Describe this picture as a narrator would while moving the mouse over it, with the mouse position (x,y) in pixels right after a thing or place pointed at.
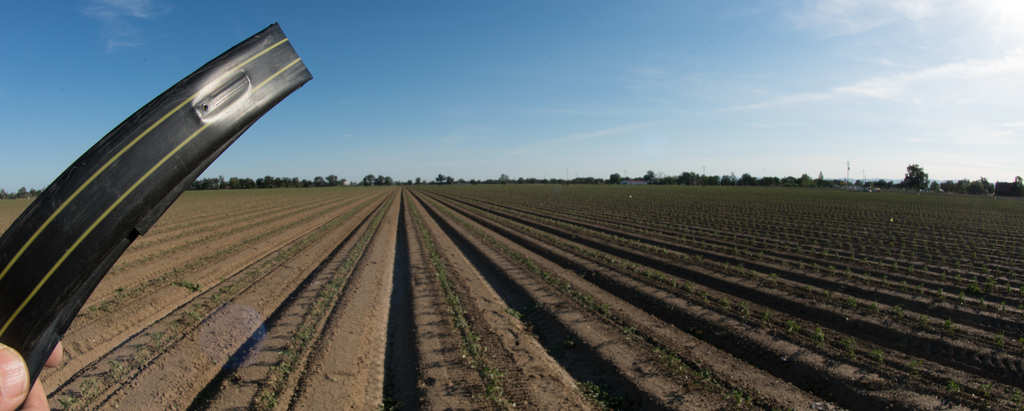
There is a land (415,297) at the bottom of this image (476,313). We can see a greenery (906,190) in the background (926,190). The sky (552,108) is at the top of this image (473,90). We can see a human hand (15,364) is holding an object (111,214) on the left side of this image (69,222).
